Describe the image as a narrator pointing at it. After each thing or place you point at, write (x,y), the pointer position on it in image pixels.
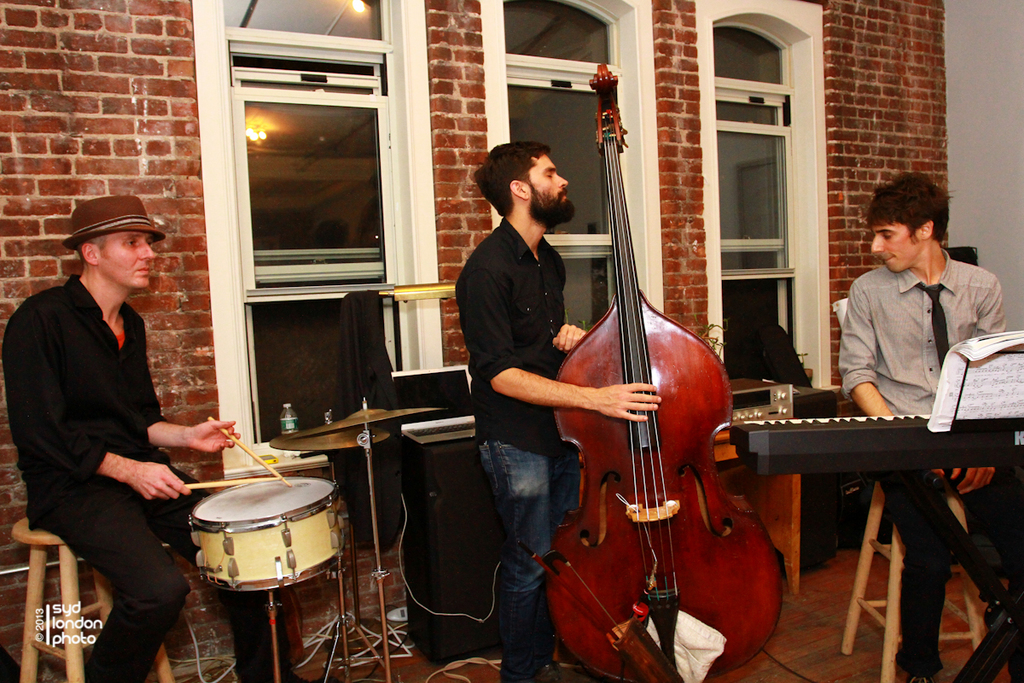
On the background of the picture (121,153) we can see a wall (459,132) with bricks (906,142). These are windows (411,123). Here we can see few persons (528,227) playing musical instruments (226,484). This is a floor (776,670). And these two persons (954,477) are sitting. Here we can see water bottle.
